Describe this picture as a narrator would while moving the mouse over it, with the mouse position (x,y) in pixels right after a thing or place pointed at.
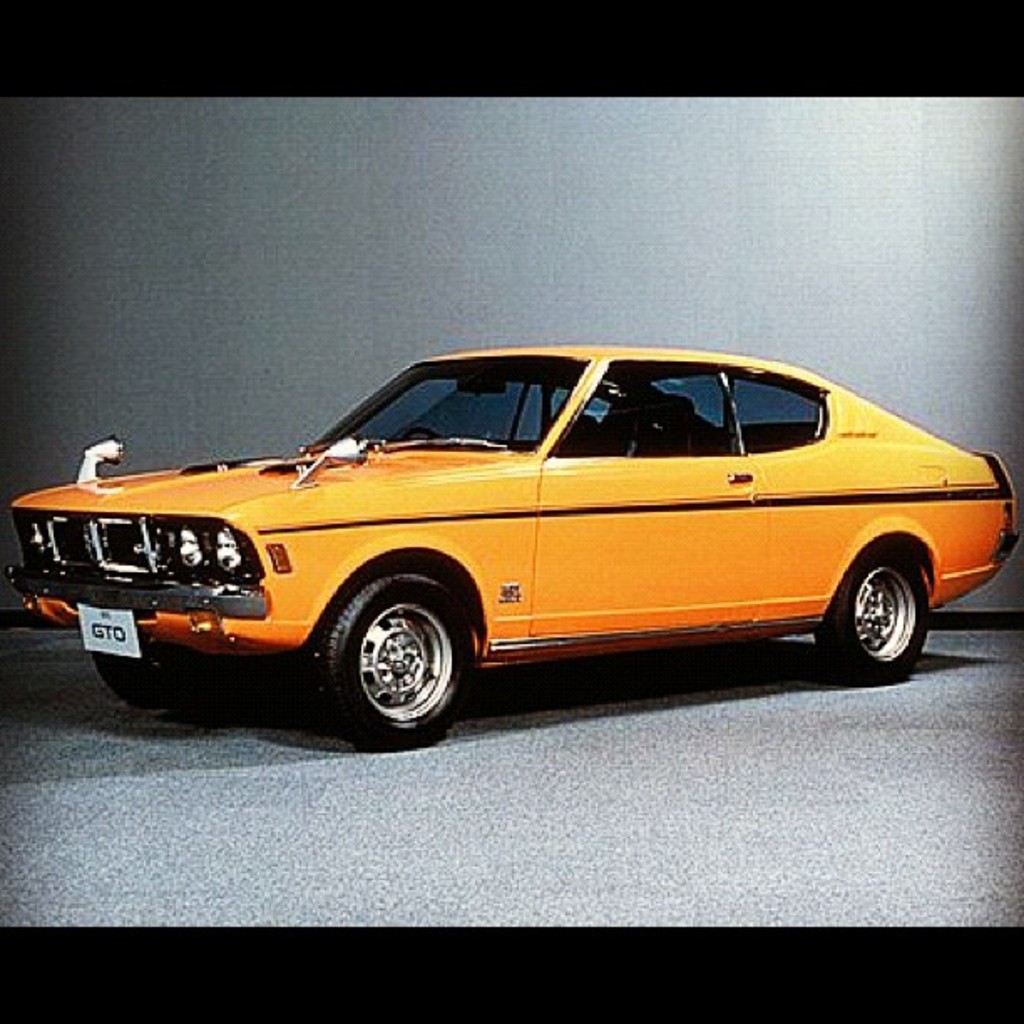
This is an image with the borders (582,91), in this image there is one car (676,534) and at the bottom (390,795) there is floor (889,742) and in the background (124,281) it looks like there is wall (593,240).
